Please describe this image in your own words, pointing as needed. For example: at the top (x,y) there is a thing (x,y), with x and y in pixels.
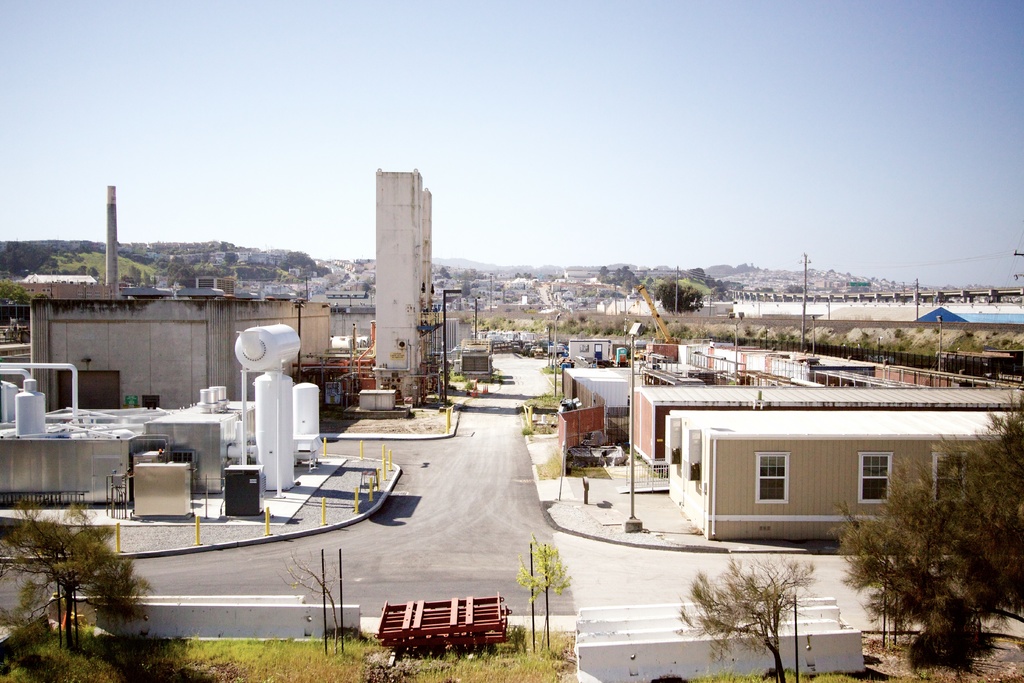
In this picture we can see the road (453,456), buildings (89,285) with windows (866,473), trees (996,525), poles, grass (238,665) and in the background (391,140) we can see the sky (754,97).
